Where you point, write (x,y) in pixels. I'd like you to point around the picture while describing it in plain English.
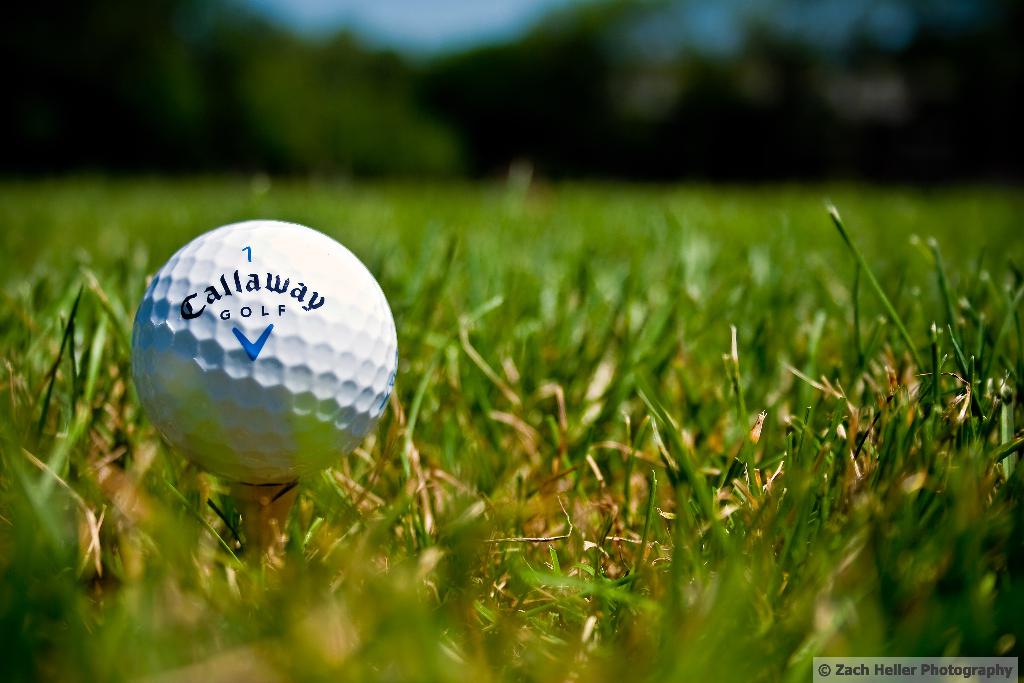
In this image there is a golf ball (266,339) on the surface (398,341) of the grass (515,287), in the background of the image (247,111) there are trees (346,166).
